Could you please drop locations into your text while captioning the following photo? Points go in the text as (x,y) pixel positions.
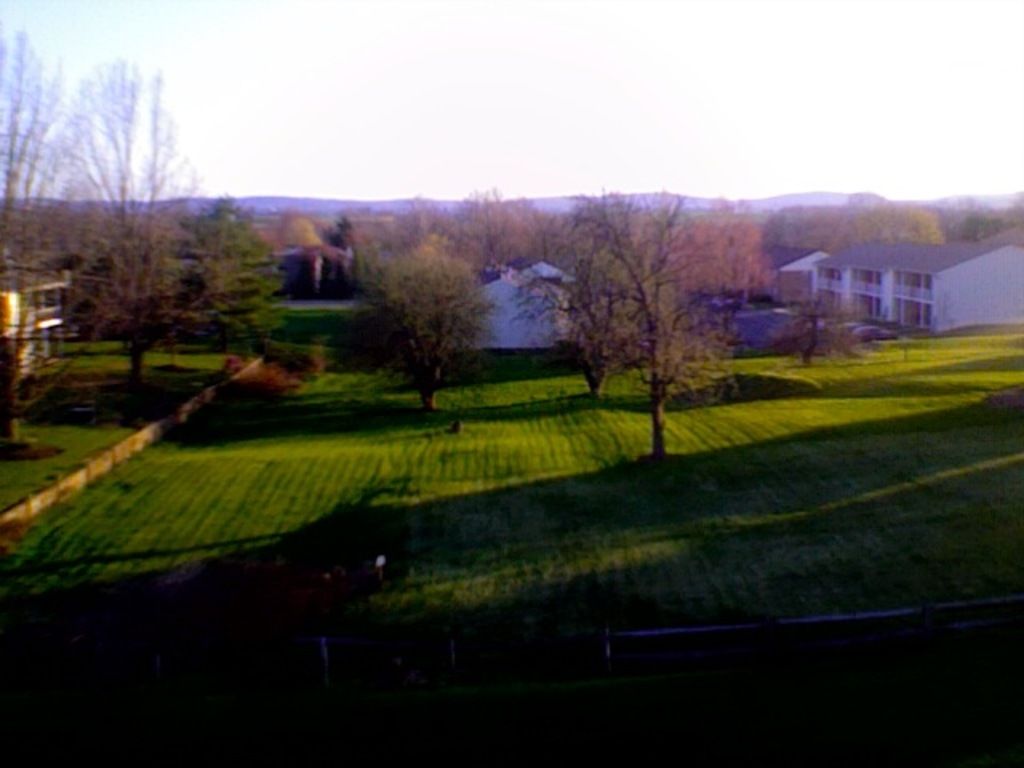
In this image we can see grassy land (624,588) and trees (175,314). Right side of the image (785,259) buildings (901,304) are there. The sky (510,115) is in white color.
